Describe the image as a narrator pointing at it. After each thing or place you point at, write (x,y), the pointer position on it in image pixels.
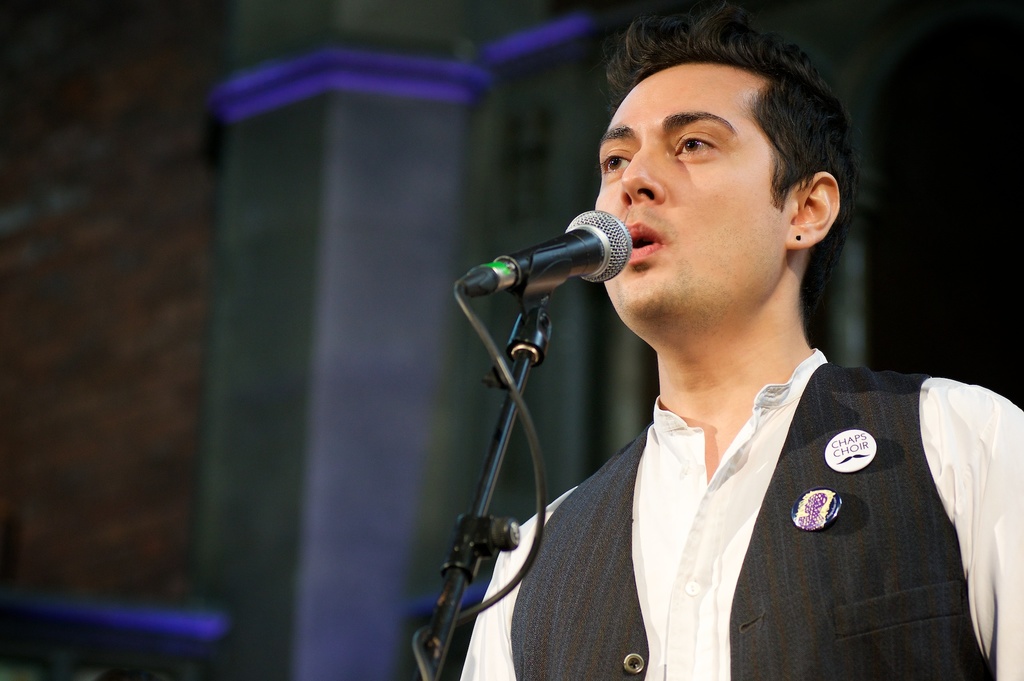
In this image we can see a person (732,476) standing in front of the mic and in the background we can see the pillars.
